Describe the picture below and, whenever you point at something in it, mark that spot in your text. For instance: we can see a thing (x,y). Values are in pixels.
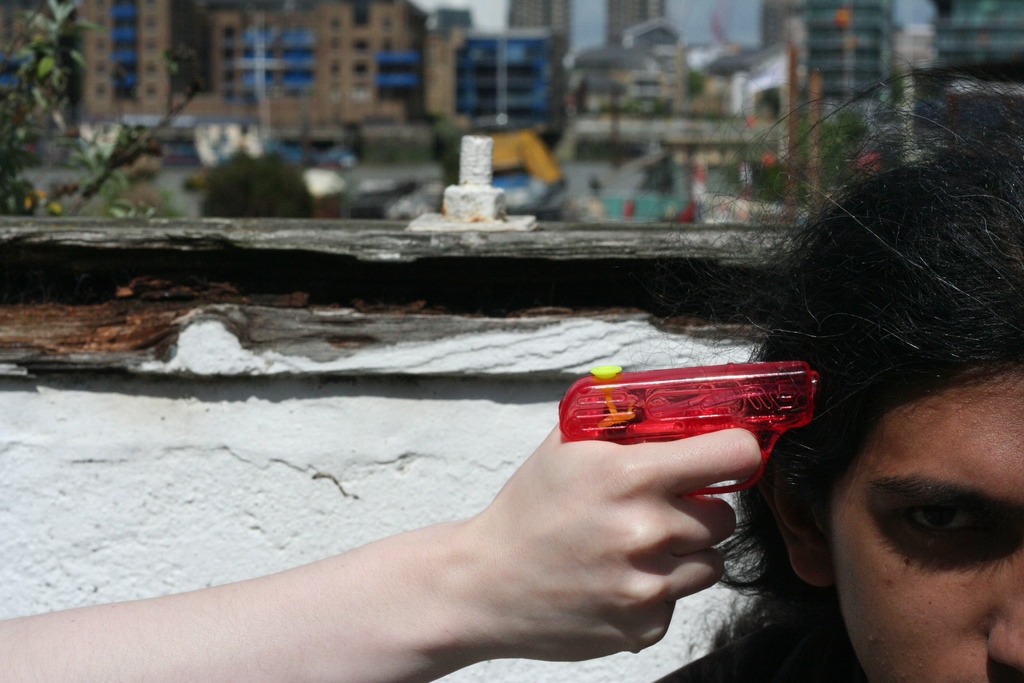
At the bottom of the picture (369,559), we see the hands (559,594) of the person (512,571) holding a red color gun (658,429). She or he is trying to shoot the girl (773,311) who is standing on the right side (992,500). Behind them, we see a white wall (328,483). In the background (295,172), we see buildings (525,104) and trees (154,131). It is blurred in the background (598,131).
